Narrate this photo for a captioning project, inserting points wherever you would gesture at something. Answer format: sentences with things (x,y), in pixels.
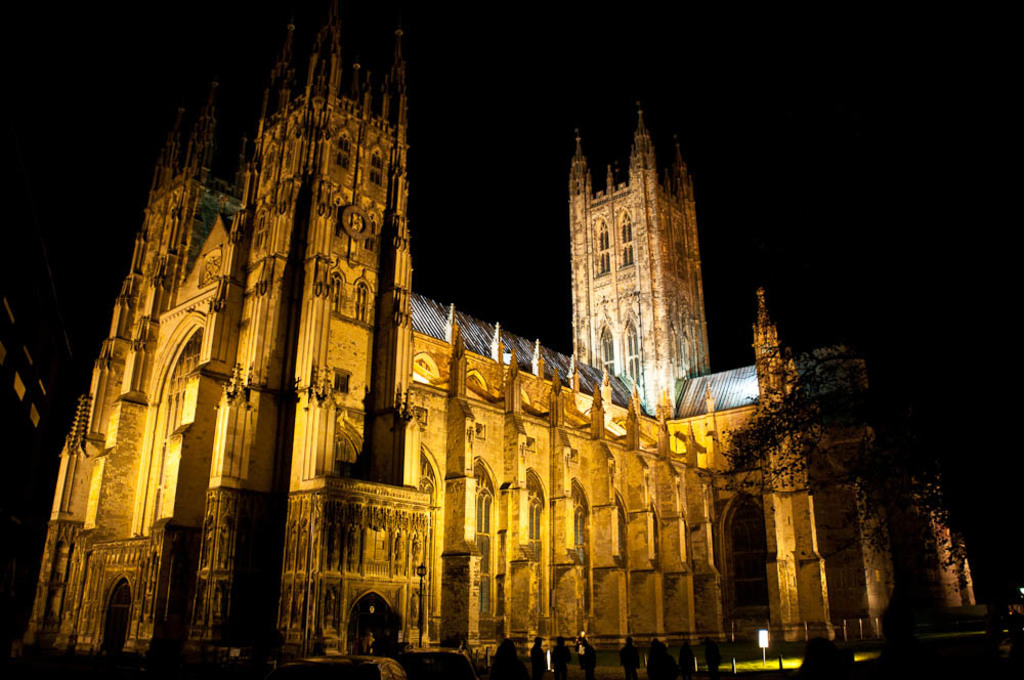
In this image I can see a building (603,443), windows (492,497), few people (588,661), trees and the board (760,642). Background (970,307) is black in color.
